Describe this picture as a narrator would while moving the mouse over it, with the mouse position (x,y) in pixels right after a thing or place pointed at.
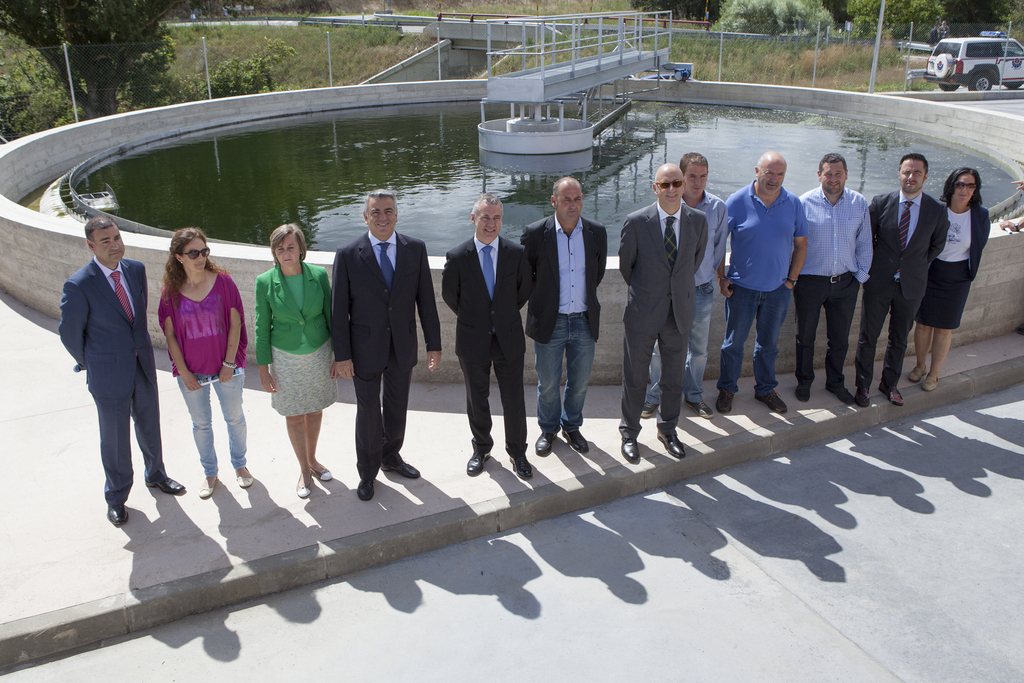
In this image there are people (425,335), water (361,169), mesh (326,64), vehicle (944,61), trees (169,70), poles (879,36) and objects (655,74).
